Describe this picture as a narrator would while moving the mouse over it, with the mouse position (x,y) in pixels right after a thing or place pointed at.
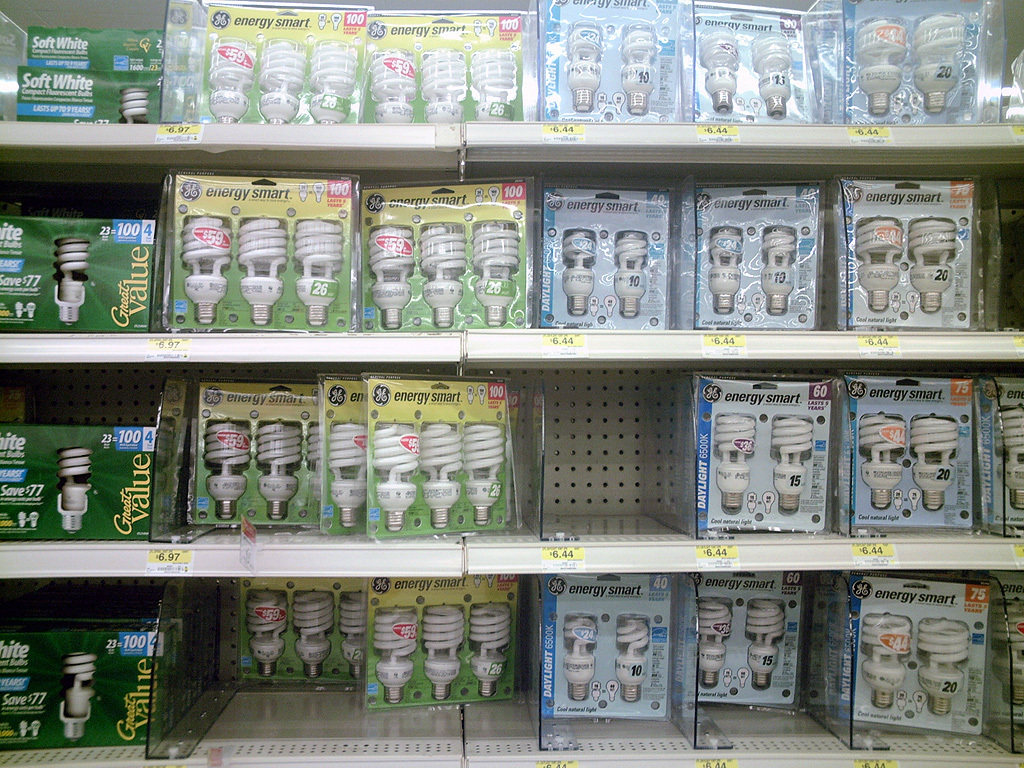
In this image, we can see some shelves (607,335), in that shelves (880,148) we can see some light bulbs (378,437).
